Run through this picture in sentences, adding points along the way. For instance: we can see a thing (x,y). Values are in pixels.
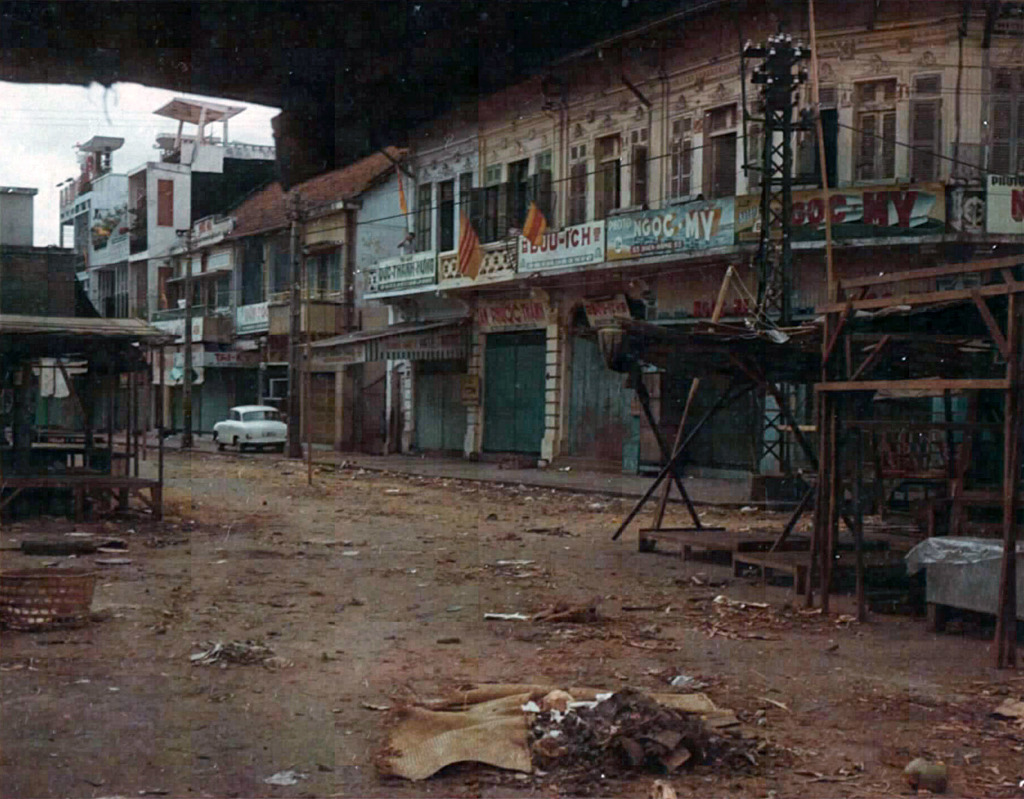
In this picture there are buildings (347,364) on the right side of the image (696,267) and there is a car (270,430) on the left side of the image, there are stores (432,386) in the center of the image (478,386), it seems to be street view.
